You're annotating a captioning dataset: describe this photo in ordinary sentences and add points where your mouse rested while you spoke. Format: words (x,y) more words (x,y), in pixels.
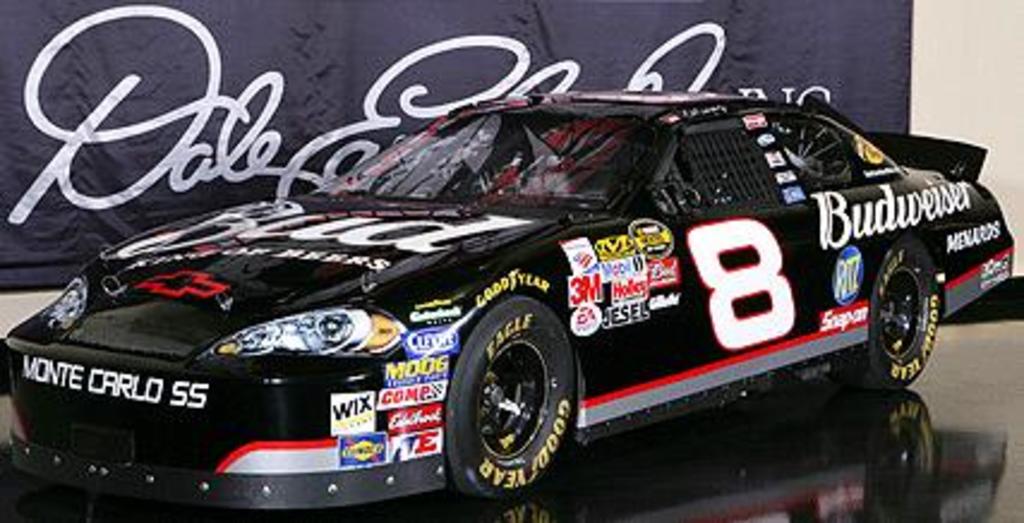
This image is taken indoors. At the bottom of the image (743,483) there is a floor (663,442). In the background (255,102) there is a banner (833,58) with a text (238,106) on it and there is a wall (968,95). In the middle of the image (513,205) a car (142,406) is parked on the floor (717,438).
